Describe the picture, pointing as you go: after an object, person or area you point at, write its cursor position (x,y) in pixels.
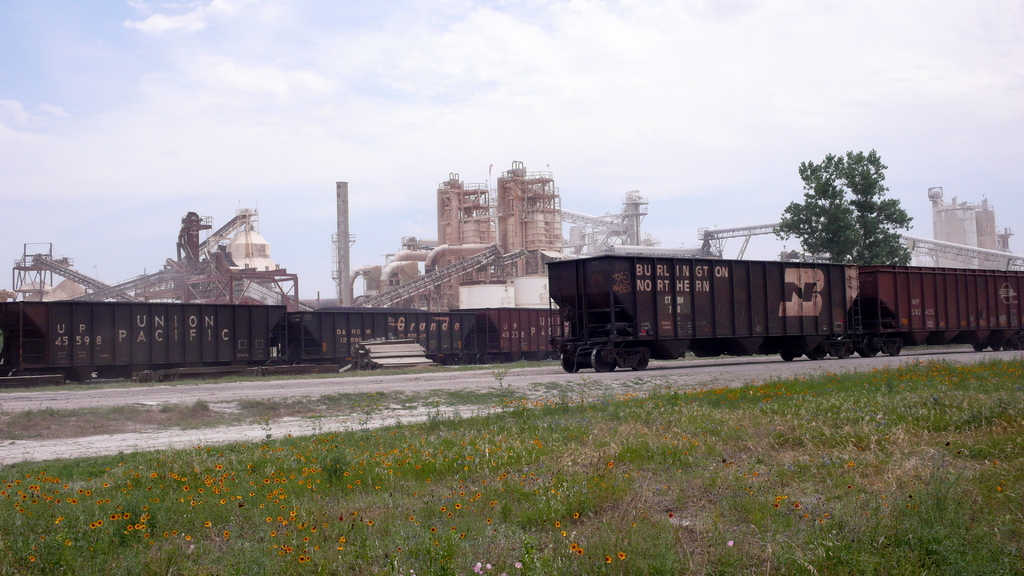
This picture is clicked outside. In the foreground (571,564) we can see the grass (603,467) and the flowers (319,495) and there are some vehicles (745,305) running on the ground (433,382). In the background (273,132) we can see the sky (332,132), buildings (541,193), tree (818,194), metal rods (459,260) and some machines (270,265).
